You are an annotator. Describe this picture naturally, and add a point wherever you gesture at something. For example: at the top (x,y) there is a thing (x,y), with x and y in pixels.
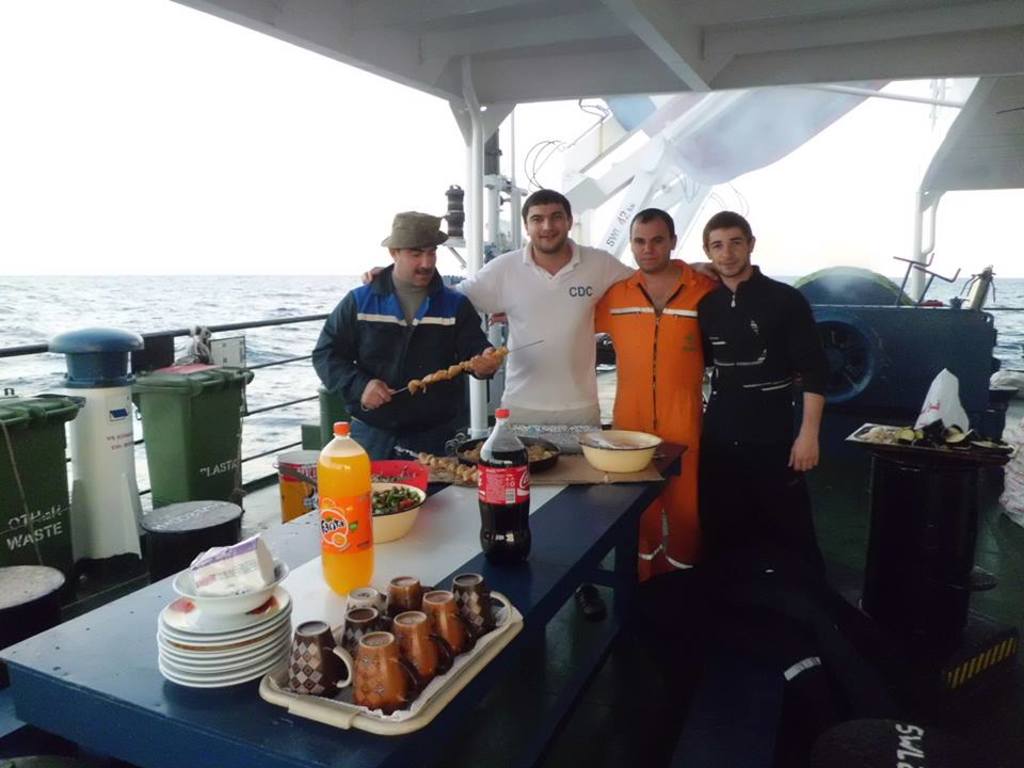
In this image I can see group of people (633,426) standing. In front (408,601) the person (654,355) is wearing an orange color dress (628,369) and I can see few glasses (363,620), bottles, cups (437,595) on the table (562,579). In the background (249,289) I can see the water (222,289) and the sky (141,127) is in white color.
